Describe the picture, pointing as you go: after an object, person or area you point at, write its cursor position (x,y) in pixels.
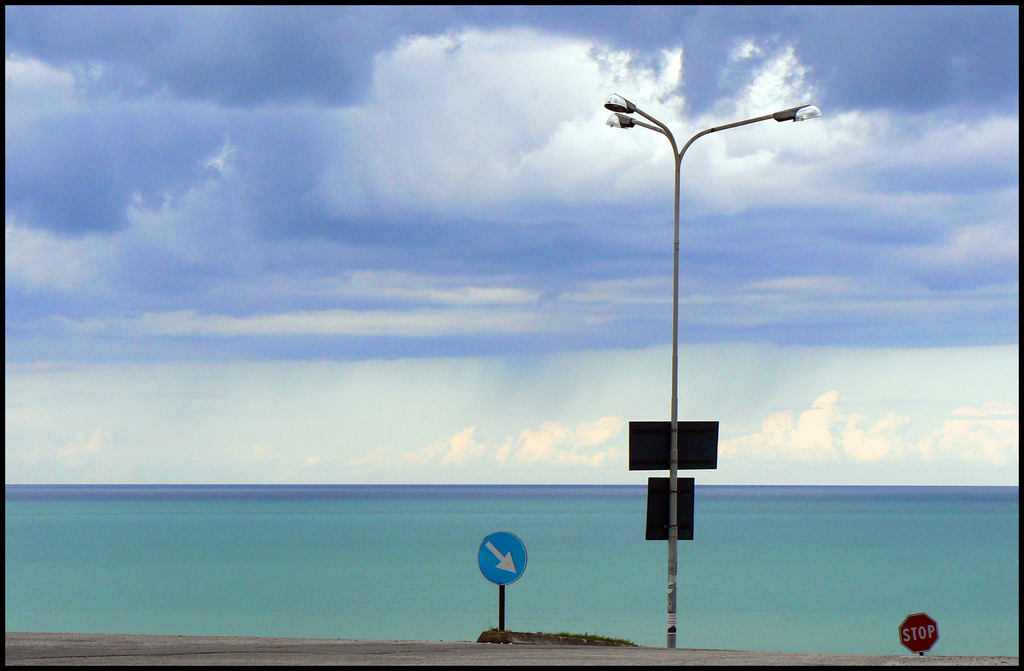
In the picture I can see street light (671,417) and there are two sign boards (515,538) on either sides of it and there is water (350,516) in the background (356,501) and the sky (429,227) is cloudy.
